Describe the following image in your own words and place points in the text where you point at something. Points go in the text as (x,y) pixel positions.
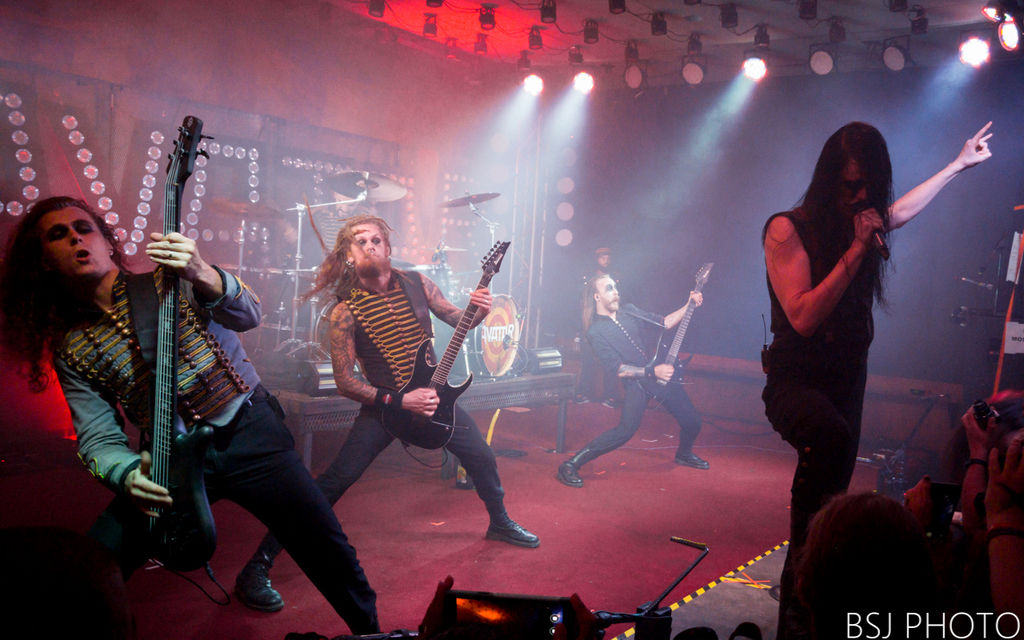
In this picture we can see a band (90,415) performing. On the right (827,250) there is a person (858,263) holding mic (863,218). In the middle (351,323) we can see people (634,406) playing guitar (422,386). In the background (298,227) there are lights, drums (395,195), person (326,221) and wall (360,152). At the top (986,51) there are lights (972,48). In the foreground (552,620) there are some objects (469,615). Towards right (974,495) we can see people's hands (966,426).
